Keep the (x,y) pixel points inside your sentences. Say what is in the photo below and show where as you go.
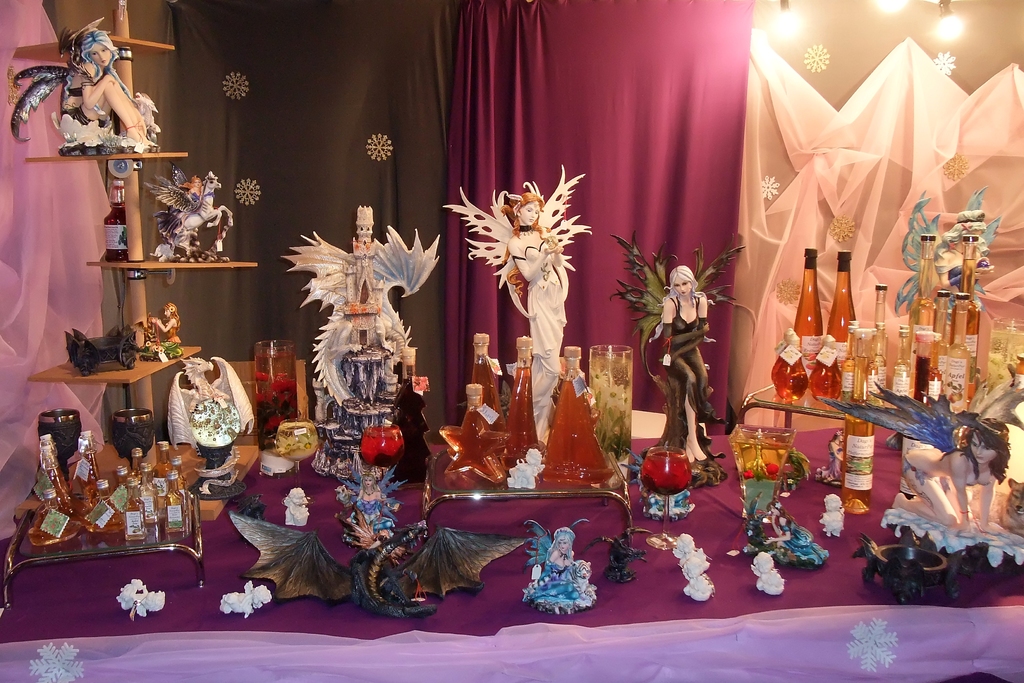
At the bottom of this image (496,624) there is a table (323,627) which is covered with a cloth (489,609). On this table (566,633) toys (809,559), glasses (768,451), bottles (964,352), trays (791,411), figurines (83,92) and many other objects (283,585) are placed. In the background (481,183) there are few curtains (722,121) and lights (776,28).
